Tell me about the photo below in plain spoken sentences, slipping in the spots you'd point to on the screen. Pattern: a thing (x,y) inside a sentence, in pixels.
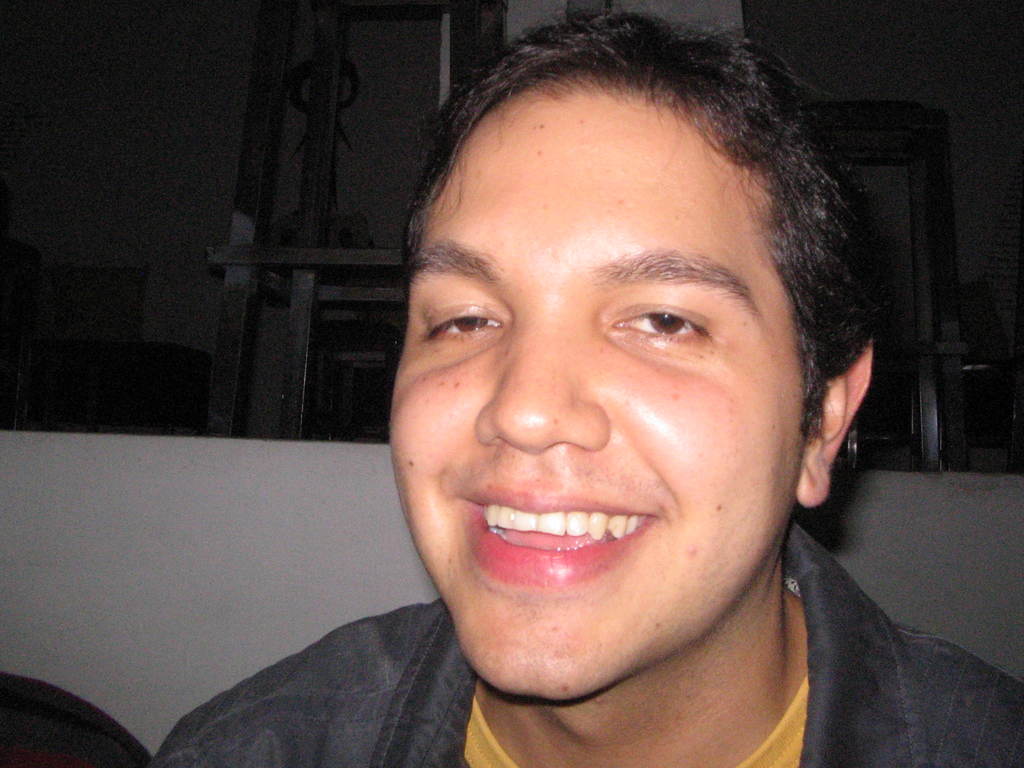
In this picture we can see a man (478,740) smiling and in the background (165,234) we can see rods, wall (405,566) and some objects (159,367).
